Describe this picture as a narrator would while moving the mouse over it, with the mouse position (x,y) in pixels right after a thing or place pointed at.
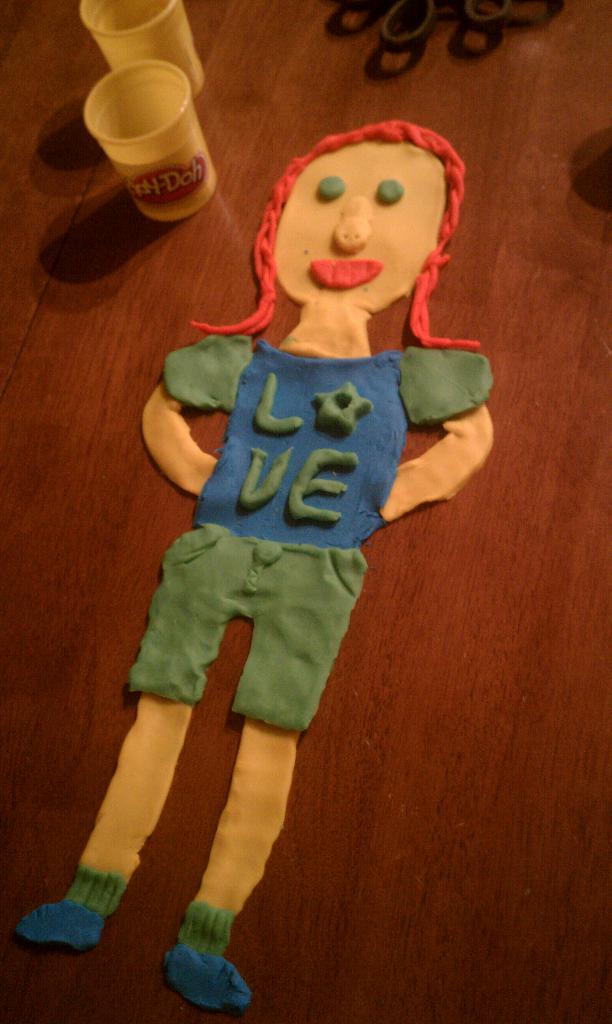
This is a girl (224,587) and tubs (167,112), this is a wooden object (459,818).
